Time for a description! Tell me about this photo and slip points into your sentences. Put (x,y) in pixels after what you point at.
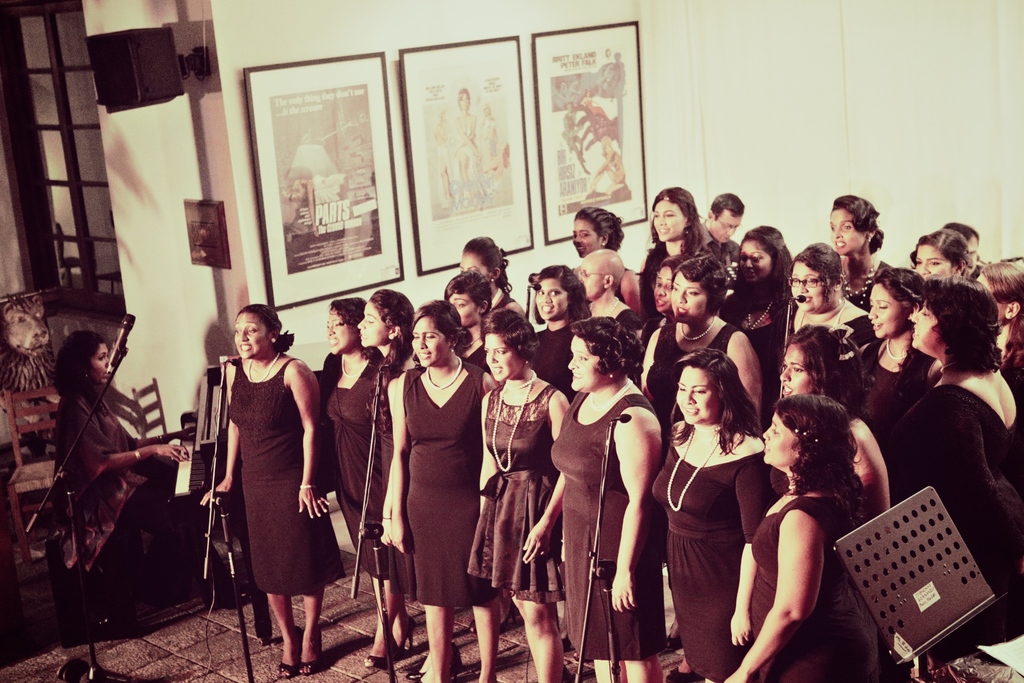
Here in this picture we can see a group of women (655,283) standing over a place and singing a song with microphones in front of them and all of them are wearing same kind of costumes (706,508) and in front of them we can see a woman (150,447) playing a piano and we can also see some musical notes (996,645) present and on the wall (178,412) we can see some portraits (407,131) present.
